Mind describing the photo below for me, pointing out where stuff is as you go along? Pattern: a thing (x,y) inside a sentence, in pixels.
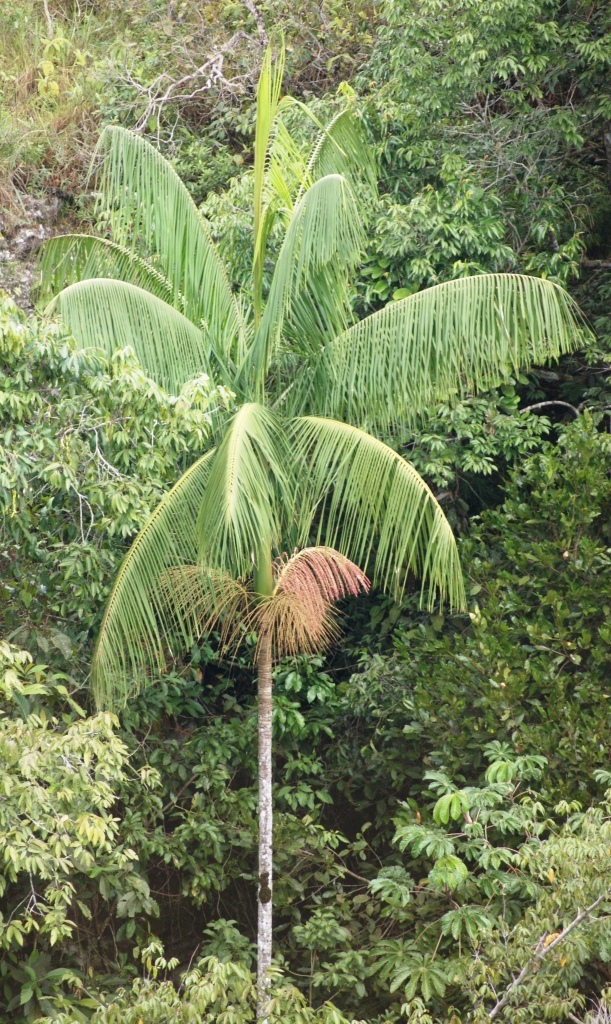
In this image in the foreground (325,143) there is the biggest tree (167,656) and it is surrounded by many other trees (193,690).
